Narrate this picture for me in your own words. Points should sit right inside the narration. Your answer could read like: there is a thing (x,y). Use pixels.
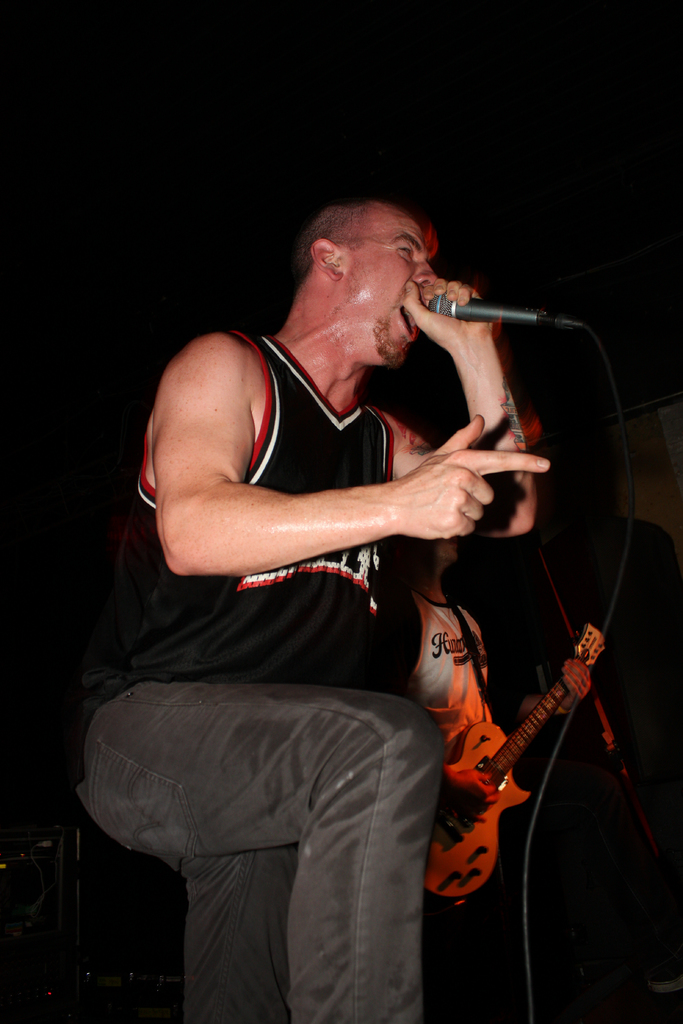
In this image the two person (289,652) are standing in front (288,813) the person (331,356) is singing in the mic (511,315) and the other (477,777) is playing the guitar (452,868).
